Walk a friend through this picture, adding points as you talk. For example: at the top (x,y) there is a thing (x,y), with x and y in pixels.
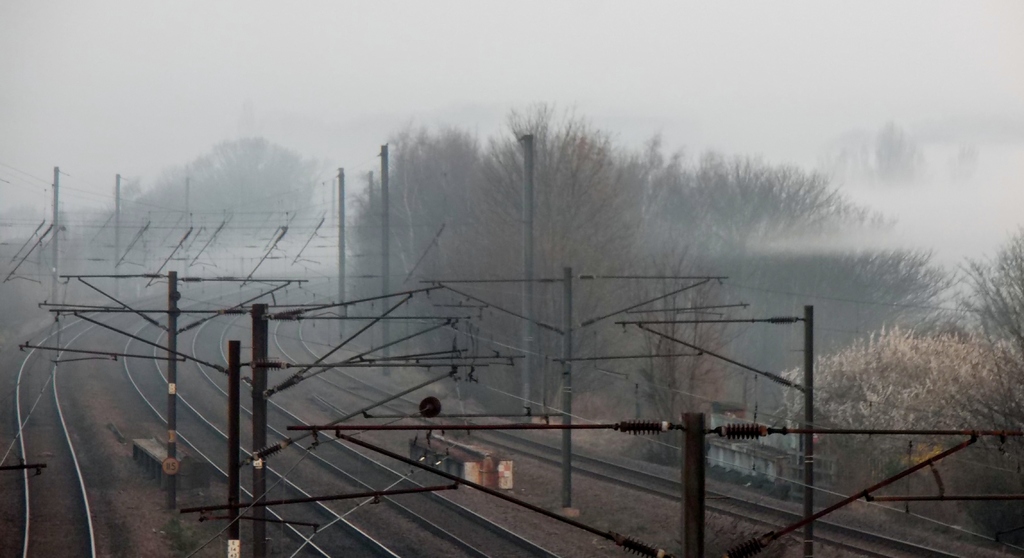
In this image there are railway tracks (276,420), above the tracks (334,371) there are a few metal structures (364,355) and some utility poles (188,208). In the background (418,217) there are trees (638,237) and the sky (513,96).
